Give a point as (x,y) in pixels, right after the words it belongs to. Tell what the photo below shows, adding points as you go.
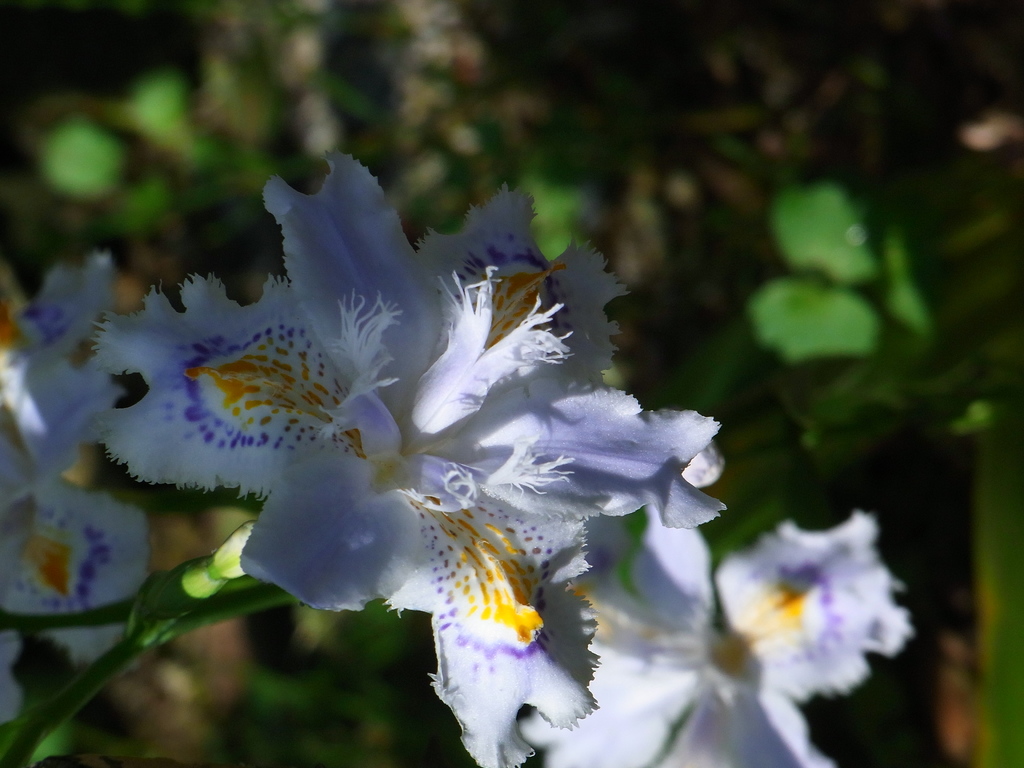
In this image, we can see flowers (403,552) and stems (30,712). Background (403,655) there is a blur view.
